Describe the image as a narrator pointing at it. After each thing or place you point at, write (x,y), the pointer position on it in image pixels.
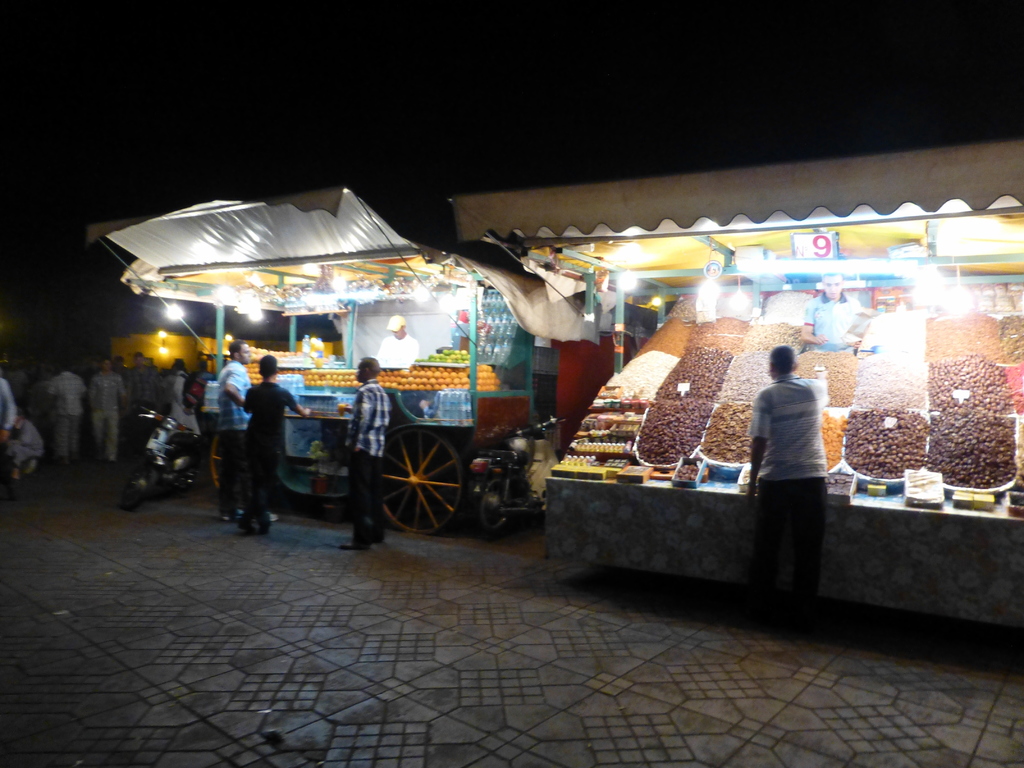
In this image, we can see a group of people (384,440) and vehicles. Here there are few stalls (467,319), some objects (505,323), eatable things (479,378) and lights (715,305). At the bottom (756,692), there is a walkway (435,682). Background (87,155) there is a dark view.
